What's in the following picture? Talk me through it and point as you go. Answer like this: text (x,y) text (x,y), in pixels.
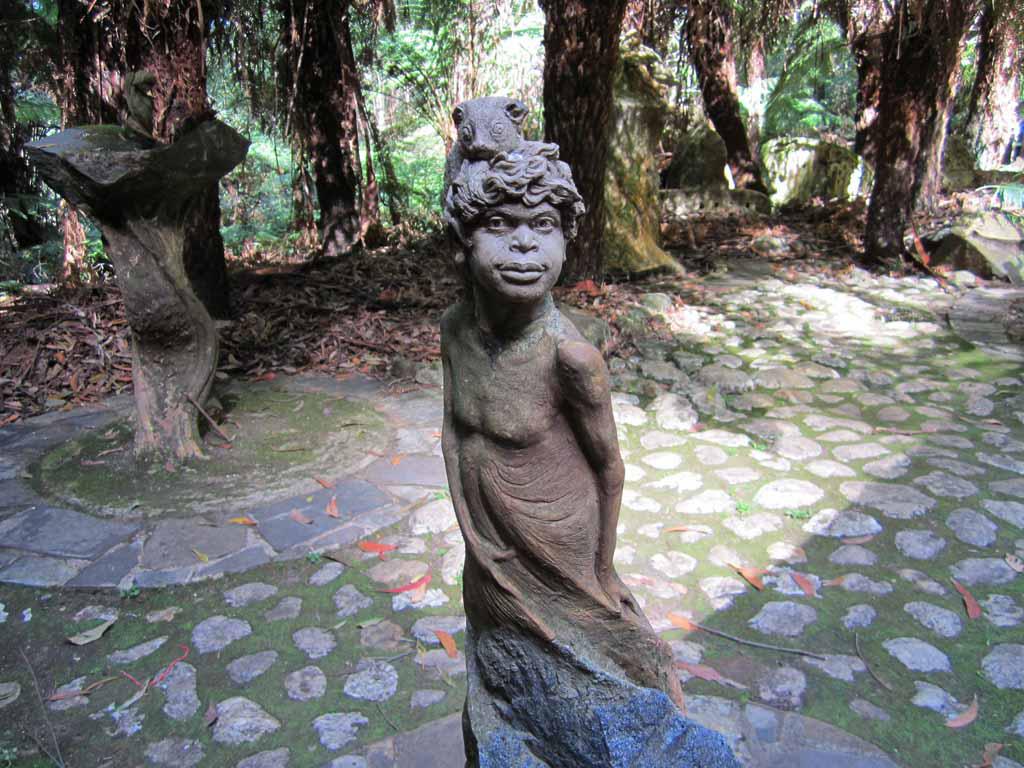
In the image we can see a sculpture of a person (559,522). Here we can see trees (913,162), footpath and dry grass (295,332).
